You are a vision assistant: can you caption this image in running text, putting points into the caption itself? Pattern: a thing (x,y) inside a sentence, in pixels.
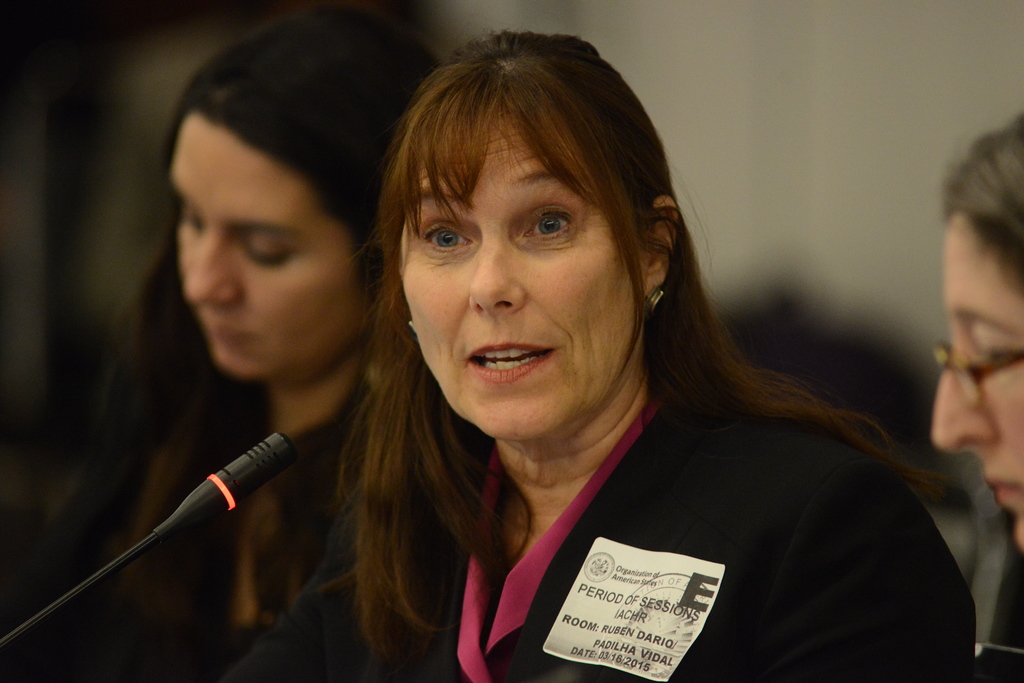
In this image there is a woman (527,481) in the middle (553,340). There is a mic (195,506) in front of her. There is a badge (635,621) to her coat (656,537). There are two other women (257,230) on either side of her.
